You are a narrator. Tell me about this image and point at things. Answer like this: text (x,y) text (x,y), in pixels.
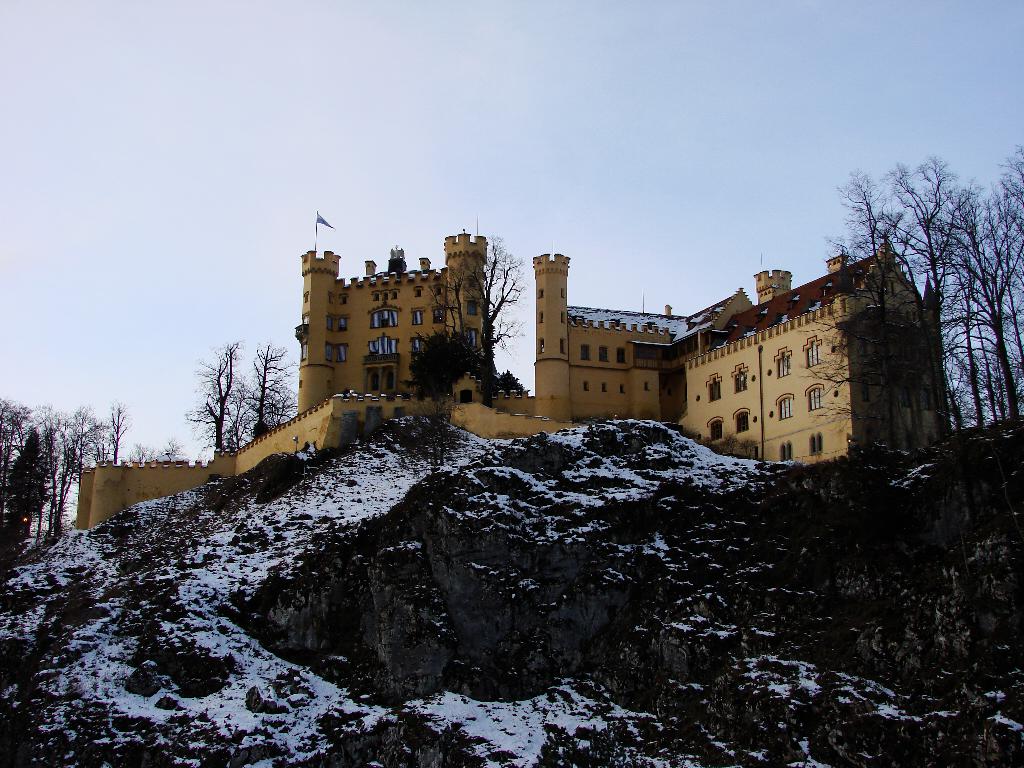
In the center of the image (443,289) we can see a castle (888,410). At the bottom (394,705) there is a rock (203,599). In the background (266,431) there are trees (972,325) and sky (592,128).
